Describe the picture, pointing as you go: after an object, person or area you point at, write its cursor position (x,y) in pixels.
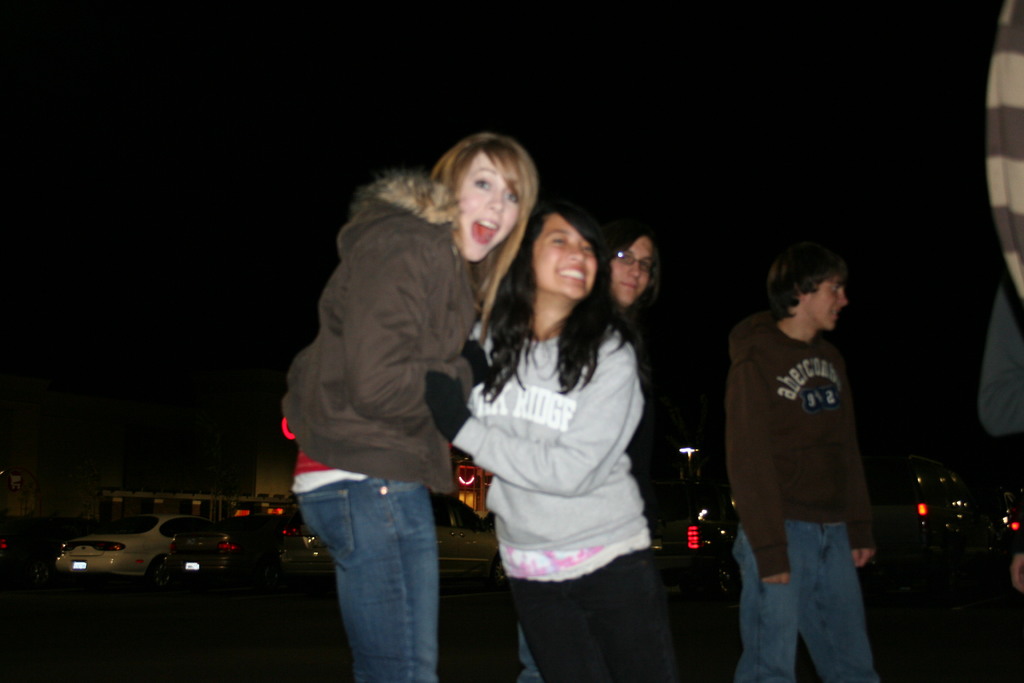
In this image I can see four people (622,325) standing two people (595,318) among them are posing for the picture. I can see some vehicles (184,526) behind them. The background (990,472) is dark.
